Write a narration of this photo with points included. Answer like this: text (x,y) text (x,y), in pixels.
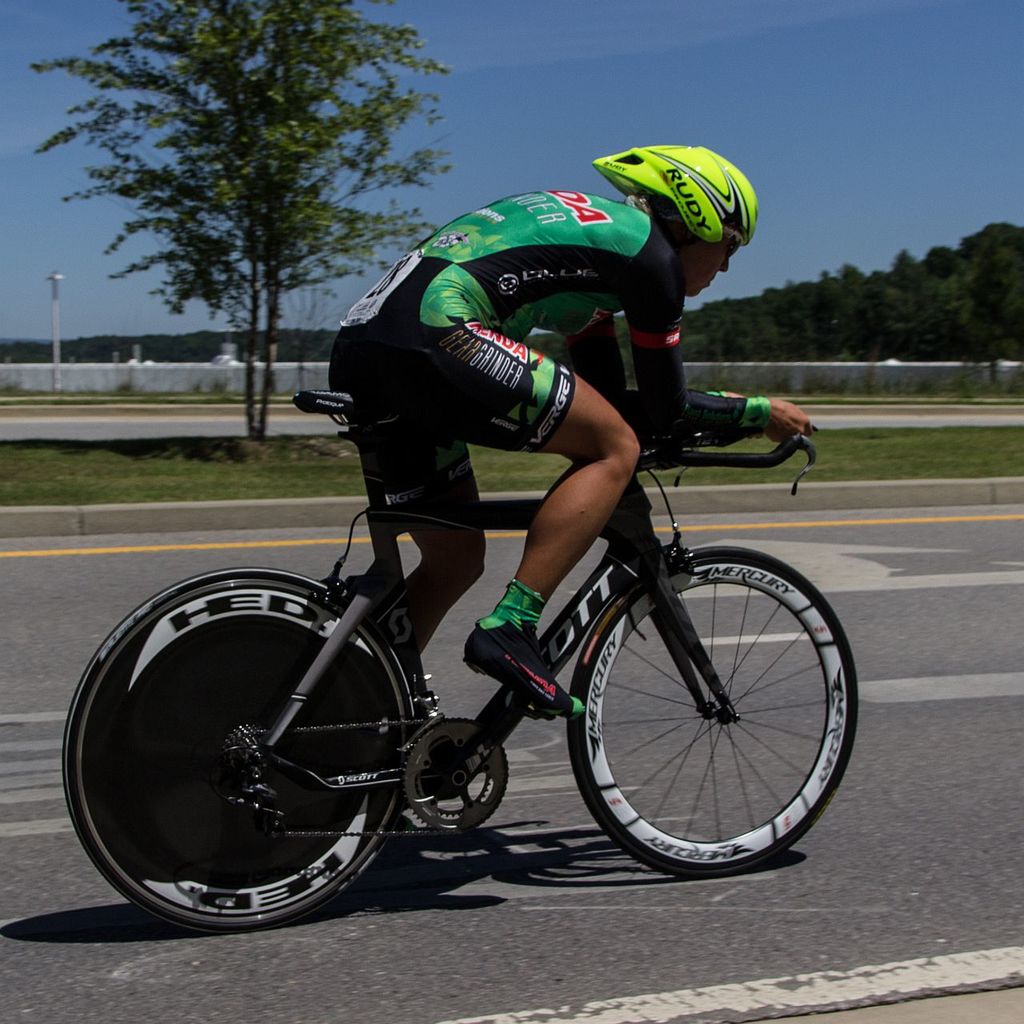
There is a person (498,659) in the center of the image (505,506) on a bicycle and there are trees (197,242), grassland (262,445), poles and sky (889,159) in the background area (348,192).
